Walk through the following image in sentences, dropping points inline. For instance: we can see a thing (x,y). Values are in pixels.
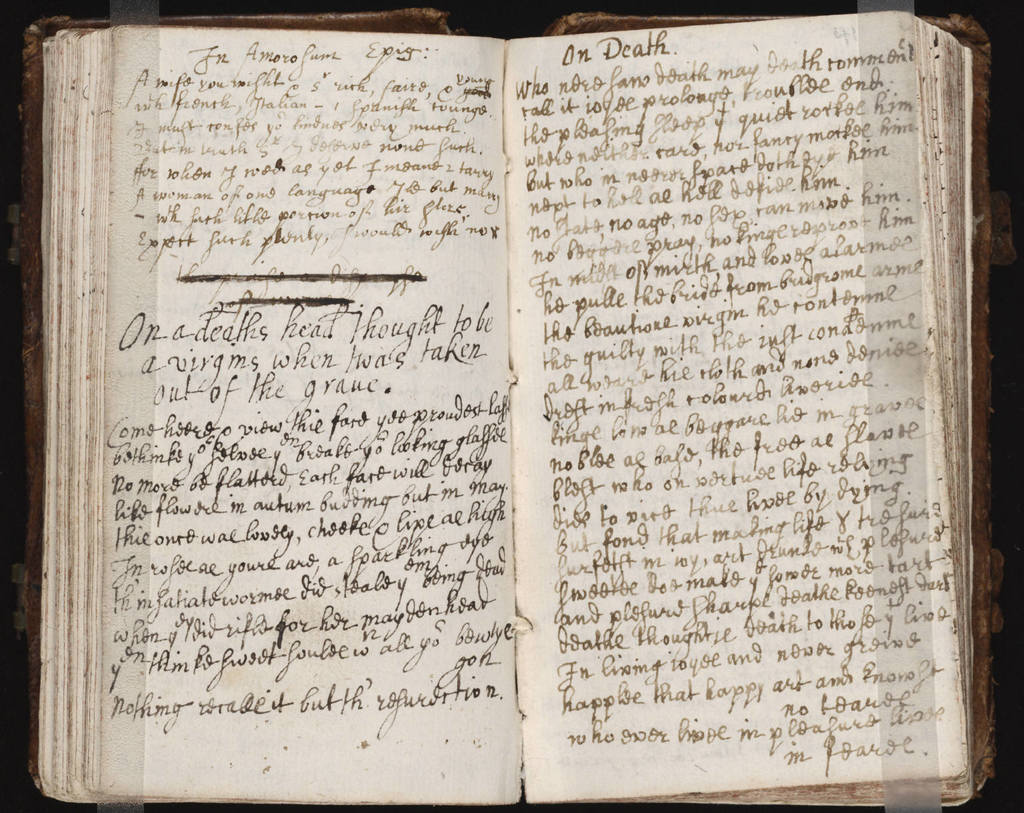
In the image we can see a book (407,34) and we can see some text (337,128).
